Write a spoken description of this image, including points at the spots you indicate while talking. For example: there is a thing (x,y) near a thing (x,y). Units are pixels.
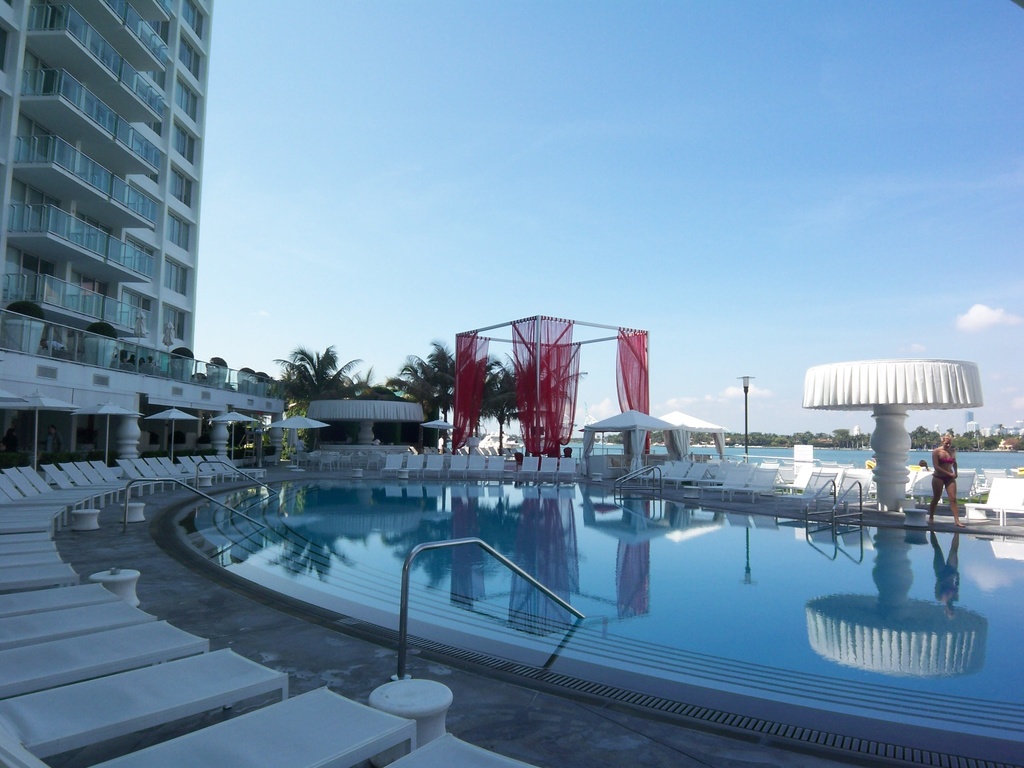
In this picture we can see a swimming pool (858,629), on the left side (153,688) there are benches (179,470) and umbrellas (173,426), we can also see benches (698,464), a person (942,480), clothes (646,437) and trees (434,373) in the middle (637,386), on the left side (161,321) there is a building (52,281), we can see trees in the background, there is the sky (696,170) at the top of the picture (677,129).
